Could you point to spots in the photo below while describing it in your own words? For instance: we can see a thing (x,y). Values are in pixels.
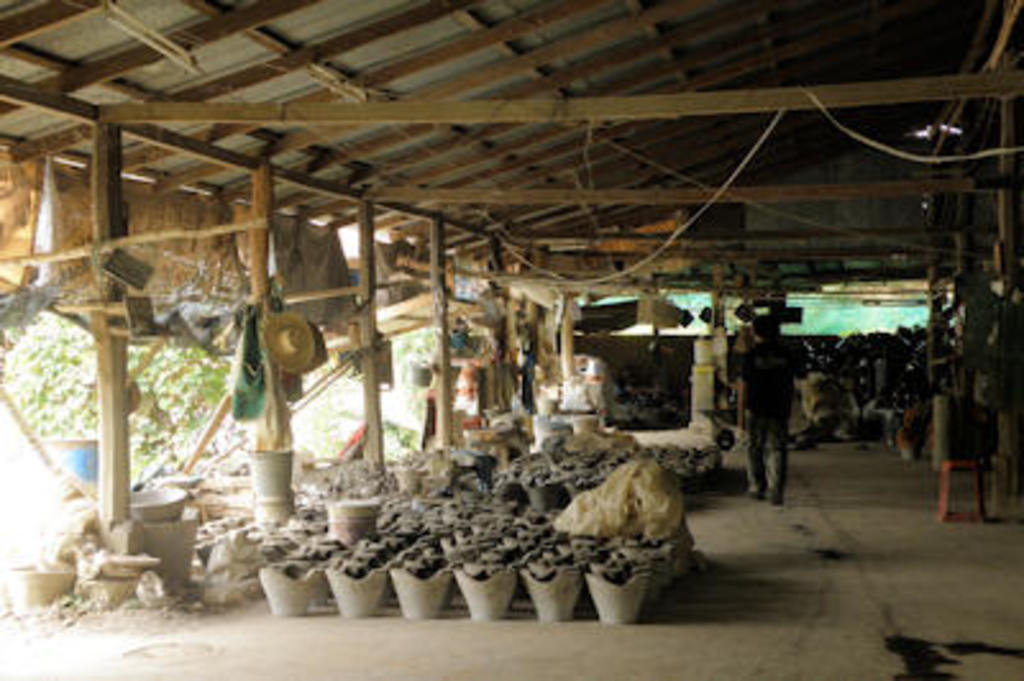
In this image there is one person (783,346) standing and there are some buckets (495,585), and in the buckets (477,587) there are some object (607,450) and also we could see some baskets (143,510), bags (657,506), stool (977,461), towels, clothes (459,387), hats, wooden pillars (115,366) and some other objects (542,371). At the bottom (473,652) there is floor (473,652), and in the background (84,433) there are trees (169,433) and drum (88,440). At the top (577,107) there is ceiling (335,62) and some wooden poles (411,76) and ropes (820,108).
